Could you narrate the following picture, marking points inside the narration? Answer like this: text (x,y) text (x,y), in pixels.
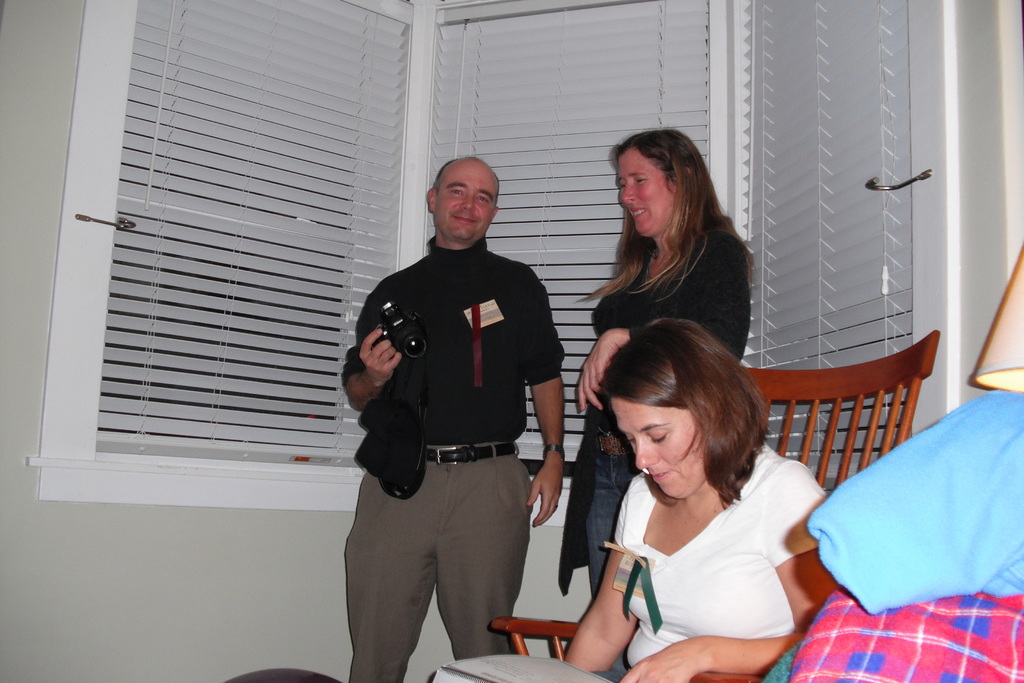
In the center of the image (542,338) we can see two people (612,334) are standing and a man (487,342) is holding a camera (406,355). On the right side of the image (1004,293) we can see a lamp (1014,313) and clothes (969,639). At the bottom of the image (724,494) we can see a lady (725,478) is sitting on a chair (839,405) and holding a book (515,680). In the background of the image (554,583) we can see the wall (232,567), windows (833,188), handles (922,177).
